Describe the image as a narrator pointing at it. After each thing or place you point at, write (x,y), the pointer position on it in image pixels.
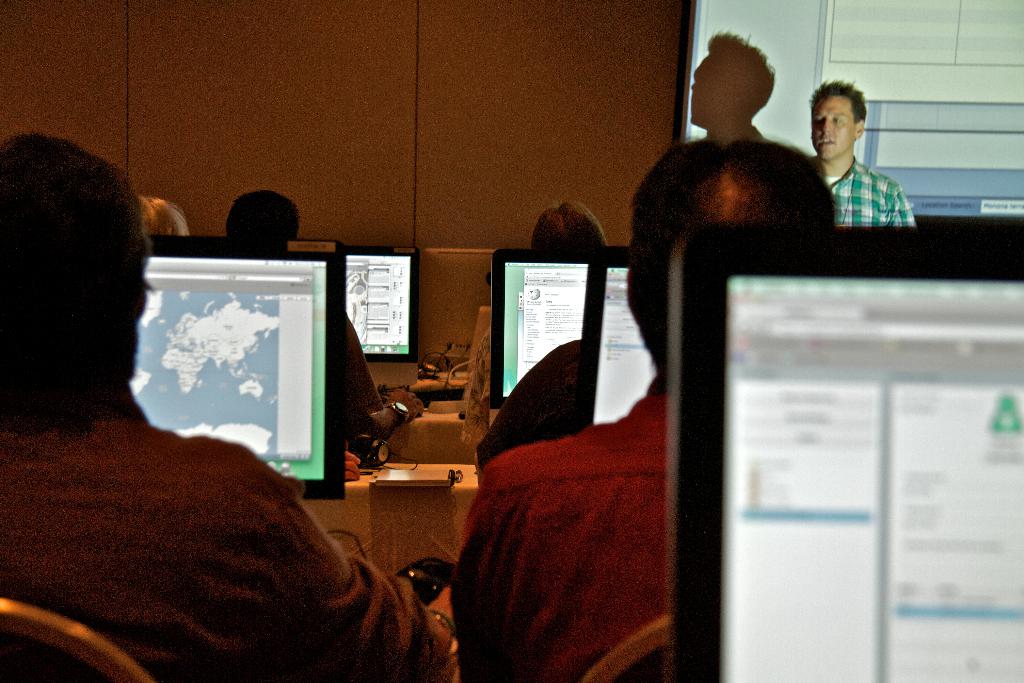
In this image we can see some people (534,503) are sitting in front of the computers (842,382) and in the background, we can see a person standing and talking. There is a wall (521,134) and we can see a projector screen (805,32).
